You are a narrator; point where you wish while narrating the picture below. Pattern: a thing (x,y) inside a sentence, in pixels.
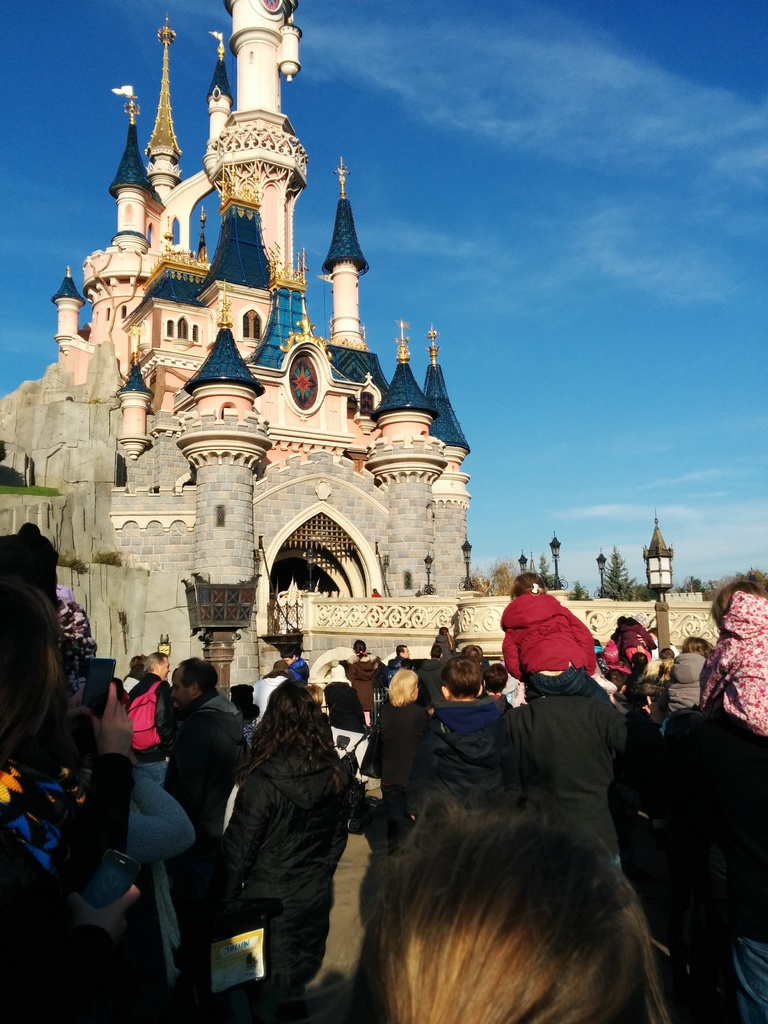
In this image there are group of people (437,816) standing, lights (558,579), poles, building (460,605), trees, sky (520,414).
